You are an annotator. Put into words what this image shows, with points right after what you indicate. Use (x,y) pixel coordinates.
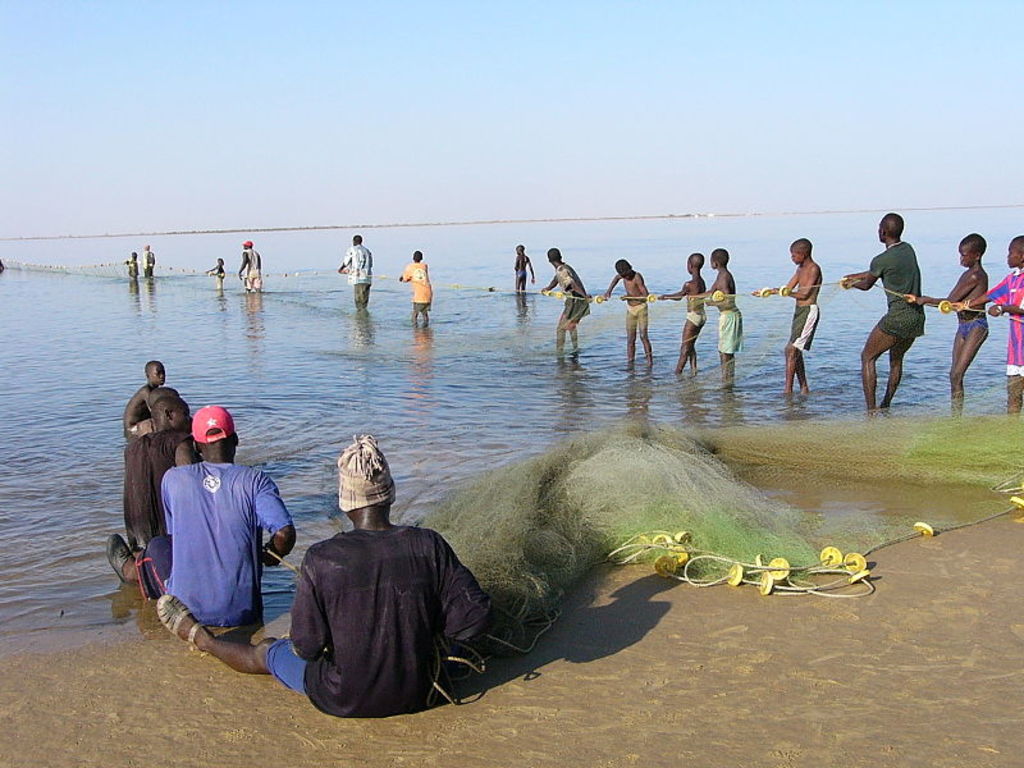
In this image we can see a few people (875,269) standing in the water (453,367) and holding a rope (715,297) and on the left side (147,474) there are few people (257,603) sitting on the ground (364,738) and there is a net (776,474) beside them and the sky (585,147) in the background (584,113).
